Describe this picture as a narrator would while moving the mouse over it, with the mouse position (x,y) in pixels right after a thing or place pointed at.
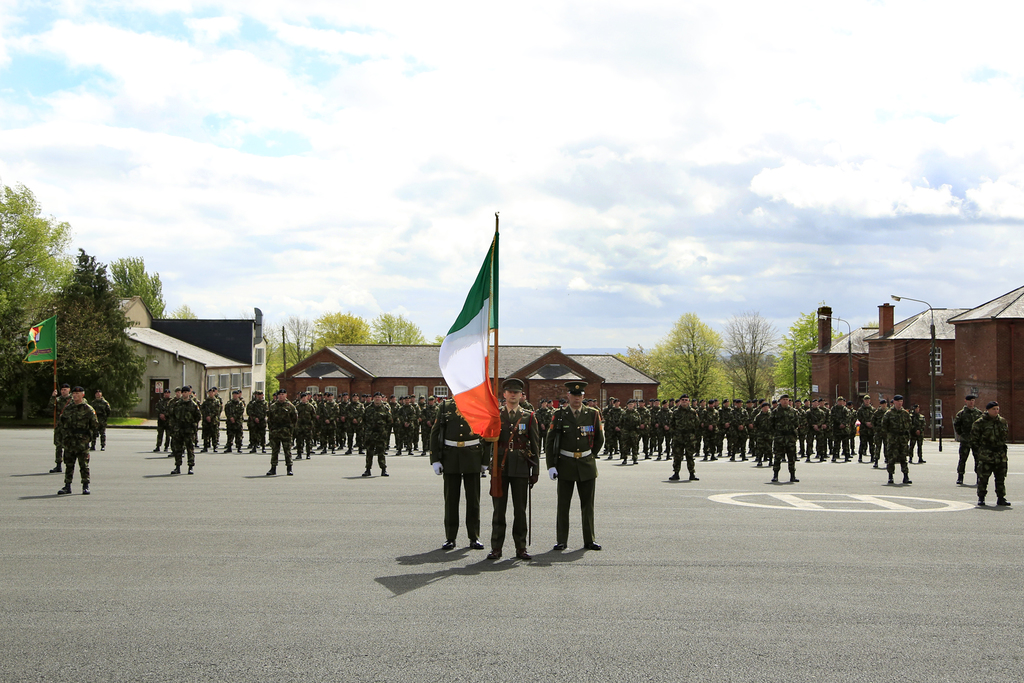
In this image I can see number of persons (519,430) are wearing uniforms (451,445) and standing on the ground (580,553). I can see two flags (34,361). In the background (138,356) I can see few buildings (359,347), few trees (743,357) and the sky (399,180).
